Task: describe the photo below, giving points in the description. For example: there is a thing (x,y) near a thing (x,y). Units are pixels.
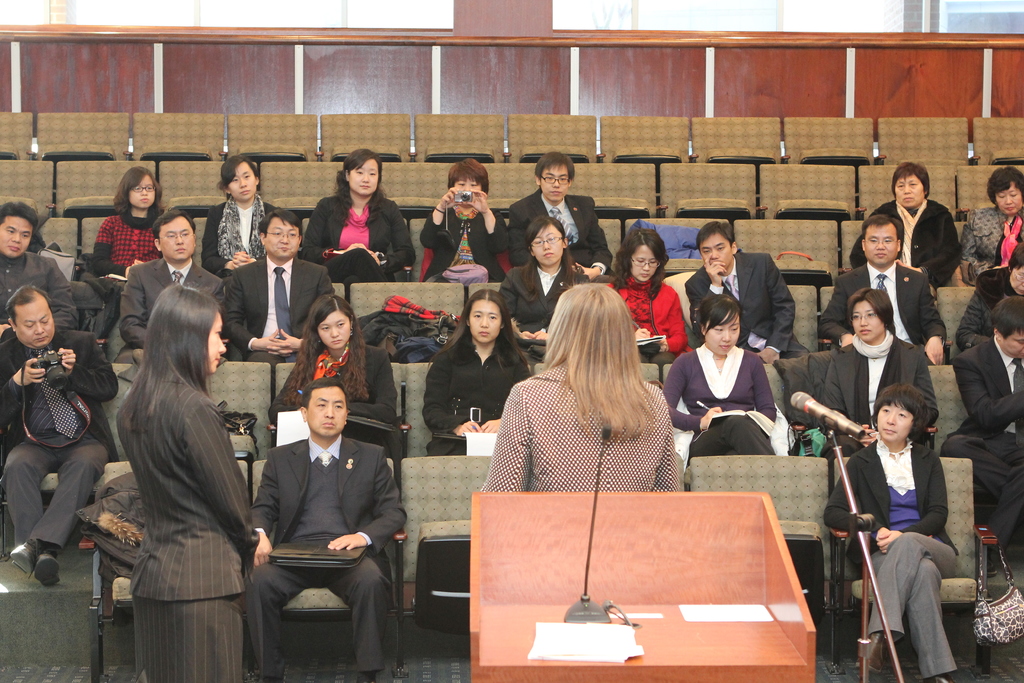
There are two ladies (570,443) standing in front of a group of people (487,213) who are sitting in chairs (629,227).
